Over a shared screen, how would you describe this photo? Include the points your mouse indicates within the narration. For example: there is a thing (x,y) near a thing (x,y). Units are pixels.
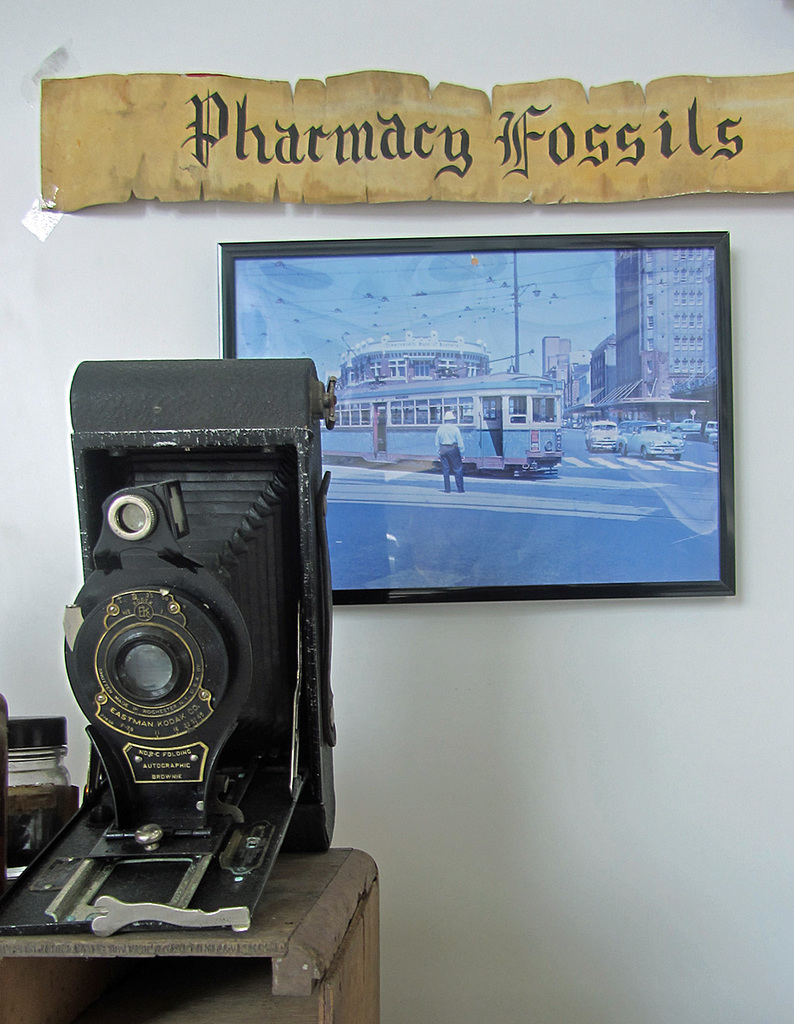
Here we can see a camera (156,858), frame (564,507), and a board (605,190). On this frame (511,500) we can see a person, vehicles (669,452), pole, and buildings (594,409). In the background (661,44) there is a wall (155,21).
